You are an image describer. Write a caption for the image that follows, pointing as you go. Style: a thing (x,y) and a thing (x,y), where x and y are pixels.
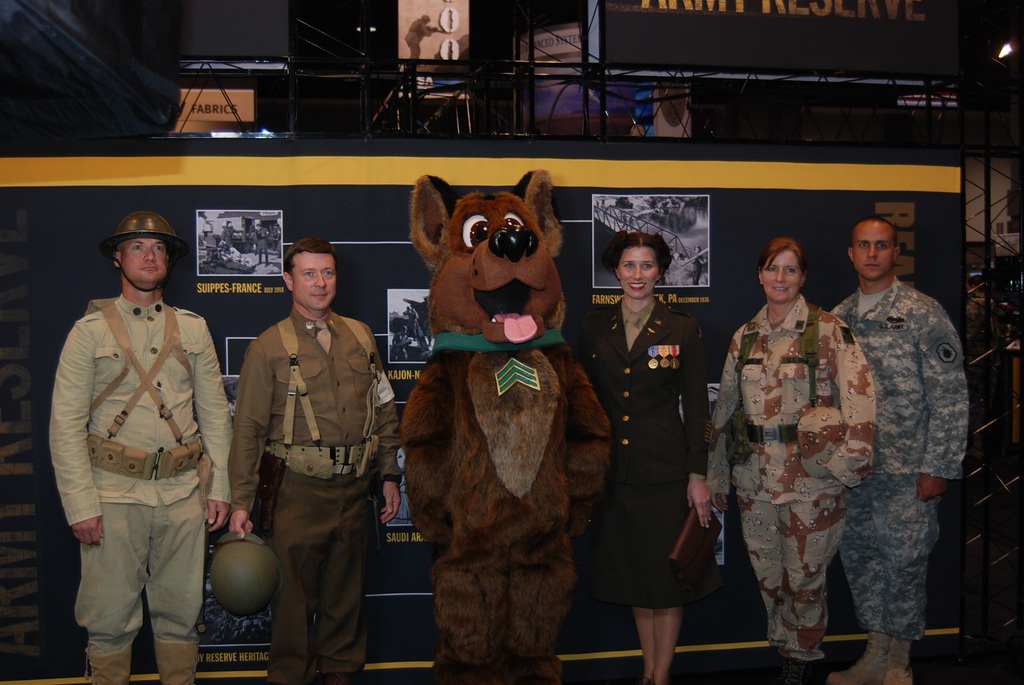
In the foreground of this image (752,510), there are persons (311,576) standing and a person (517,524) wearing cartoon costume (515,411) is also standing. In the background (721,209), there are banners (699,202) on which text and images (241,258) are on it and a pole (497,131) like an object (487,111).
